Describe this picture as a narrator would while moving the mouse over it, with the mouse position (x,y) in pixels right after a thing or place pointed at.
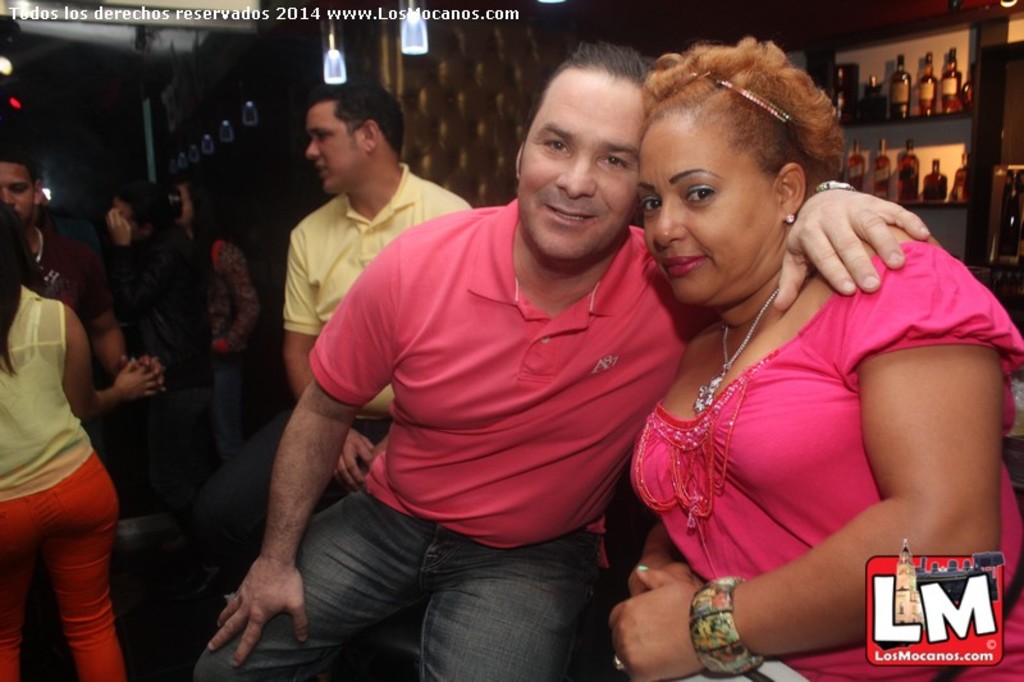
This image consists of some persons (387,364) in the middle (630,343). There are bottles (883,107) at the top (952,74). There are lights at the top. There are men (503,505) and women (79,568).
